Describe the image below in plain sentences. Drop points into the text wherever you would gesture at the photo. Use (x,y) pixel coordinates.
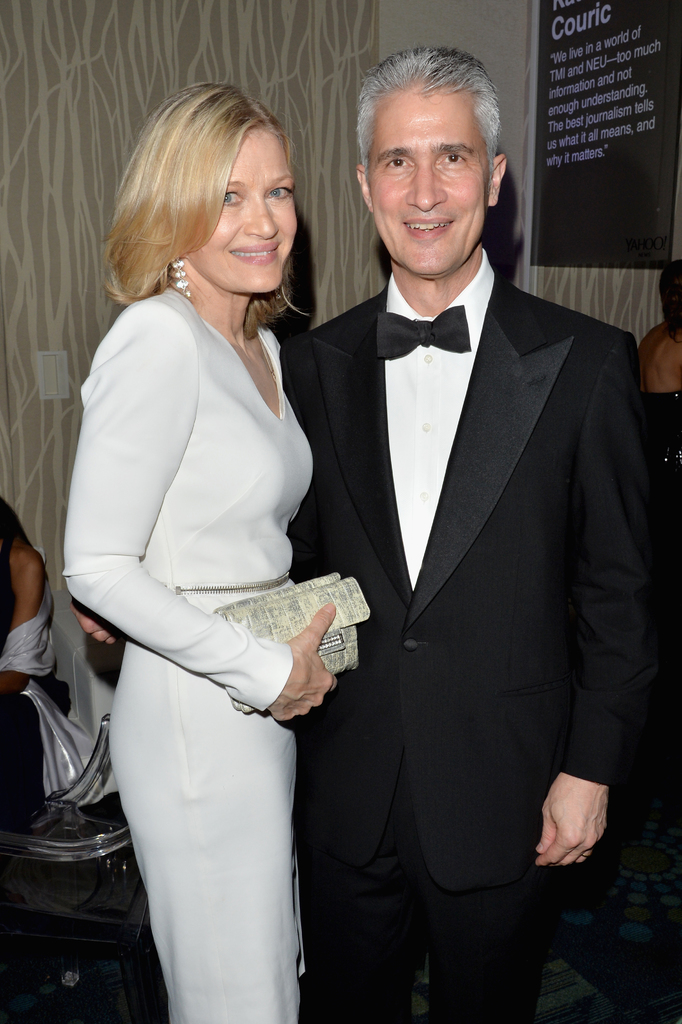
In this image in front (487,734) there are two people (319,694) wearing a smile on their faces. Behind them there are few other people (663,330). There is a chair (100,933). In the background of the image (355,22) there is a wall (364,22) with the poster (603,255) on it. At the bottom of the image (610,951) there is a mat (626,960).
